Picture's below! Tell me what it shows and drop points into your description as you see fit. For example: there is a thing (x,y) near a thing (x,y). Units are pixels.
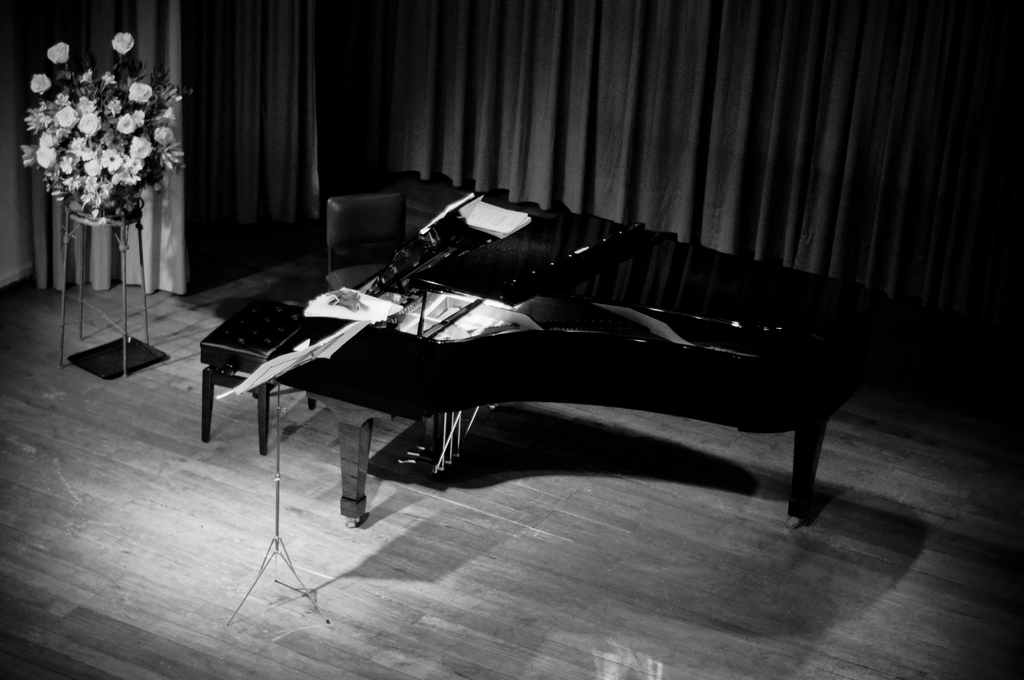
A black and white picture. This is curtain (698,128). This is a piano keyboard (476,340). In-front of this piano keyboard (416,307) there is a chair (366,214). A plant (135,171) on this stand (95,218).
